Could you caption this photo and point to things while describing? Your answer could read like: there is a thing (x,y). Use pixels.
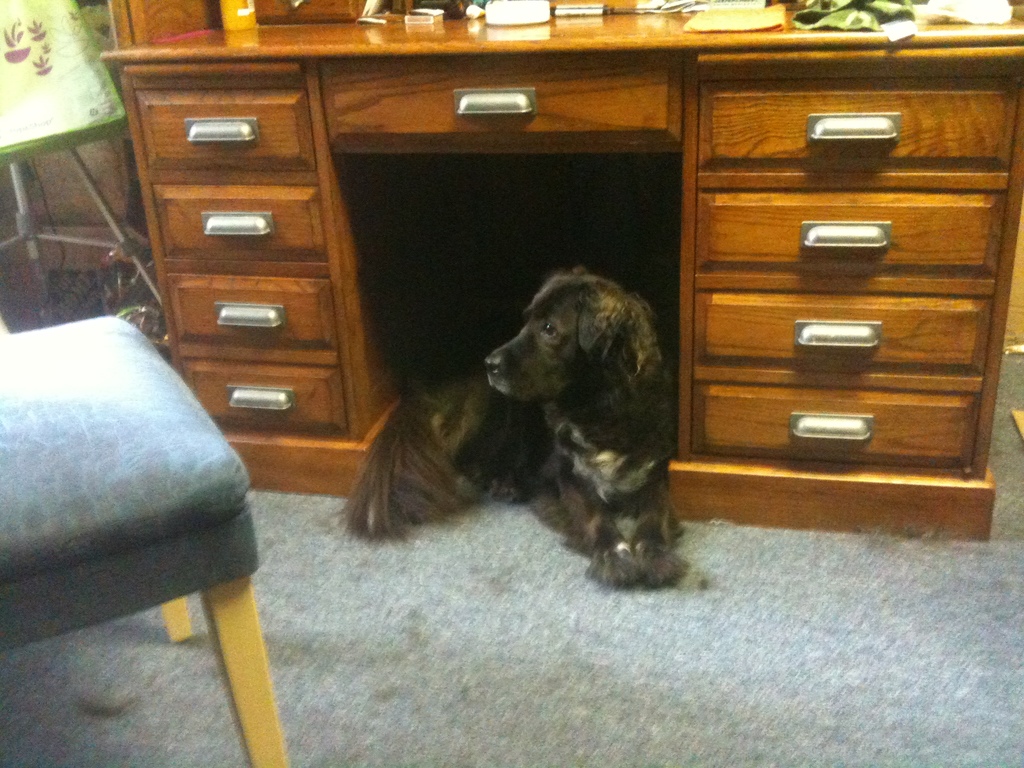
In this picture we can see cupboards (803,103) and in between that cupboards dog (529,338) is sitting and in front of this we have chair (166,449) and beside to this we have stand (103,200) and painting (61,65) on it and on the table (714,33) we can see towel (813,11) and some items (737,21).
